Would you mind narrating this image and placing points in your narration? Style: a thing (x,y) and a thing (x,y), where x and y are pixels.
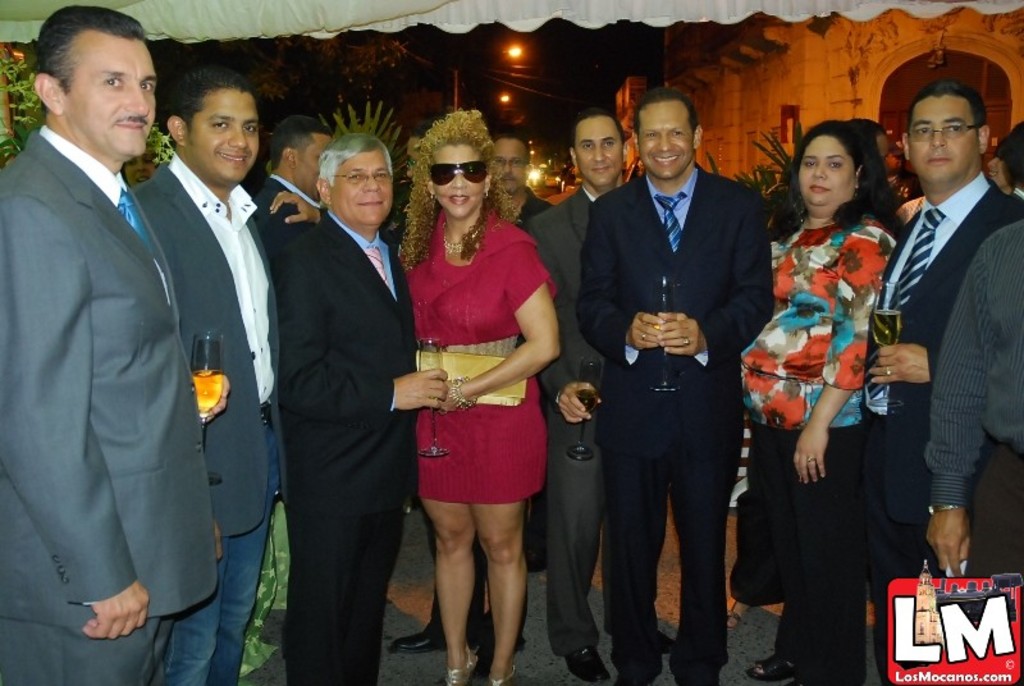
In this image I can see in the middle (422,250) a woman (411,267) is standing, she wear a dress (494,430), goggles (474,165). Beside her a man (314,359) is standing by holding a wine glass (433,420) in his hand (423,399), around him a group of people (257,260) are standing. At the top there are lights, in the right hand side (1010,582) bottom there is the logo (961,649).
